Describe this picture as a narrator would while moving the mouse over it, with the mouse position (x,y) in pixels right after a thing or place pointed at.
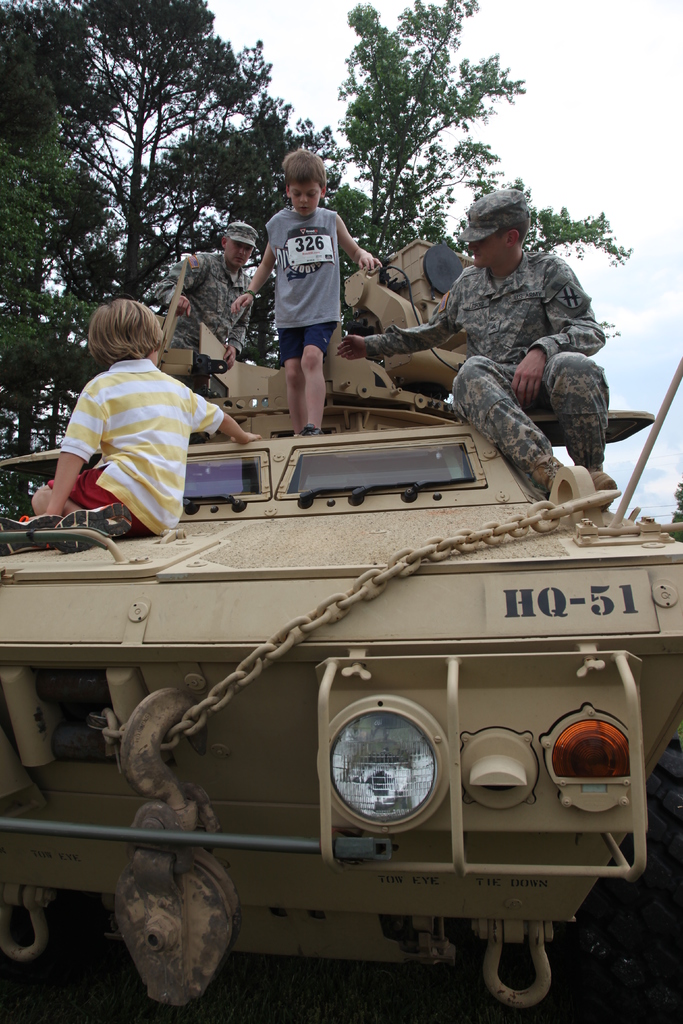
In this image we can see some people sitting on a vehicle (361,541). We can also see a child (315,299) standing on that. On the backside (190,149) we can see some trees (190,163) and the sky (512,138) which looks cloudy.
